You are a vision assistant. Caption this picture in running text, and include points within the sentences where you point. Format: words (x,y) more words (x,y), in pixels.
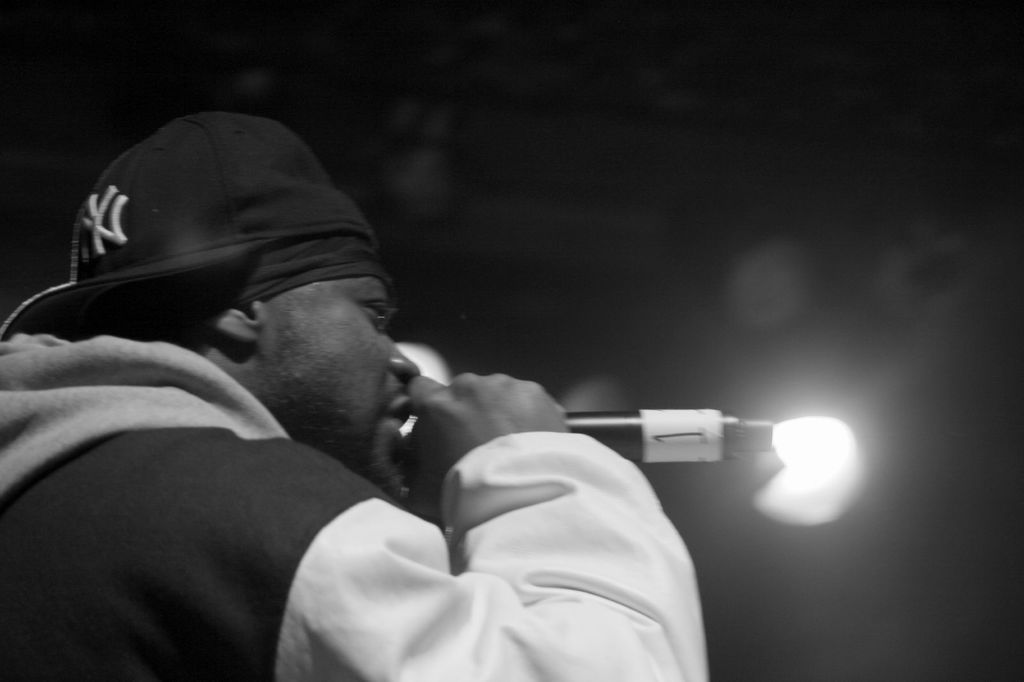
In this image i can see a person (250,440) wearing a hat (284,198) and a jacket (263,617) is holding a microphone (752,427) in his hand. In the background (867,404) i can see a light (856,450) and the black background (624,224).
